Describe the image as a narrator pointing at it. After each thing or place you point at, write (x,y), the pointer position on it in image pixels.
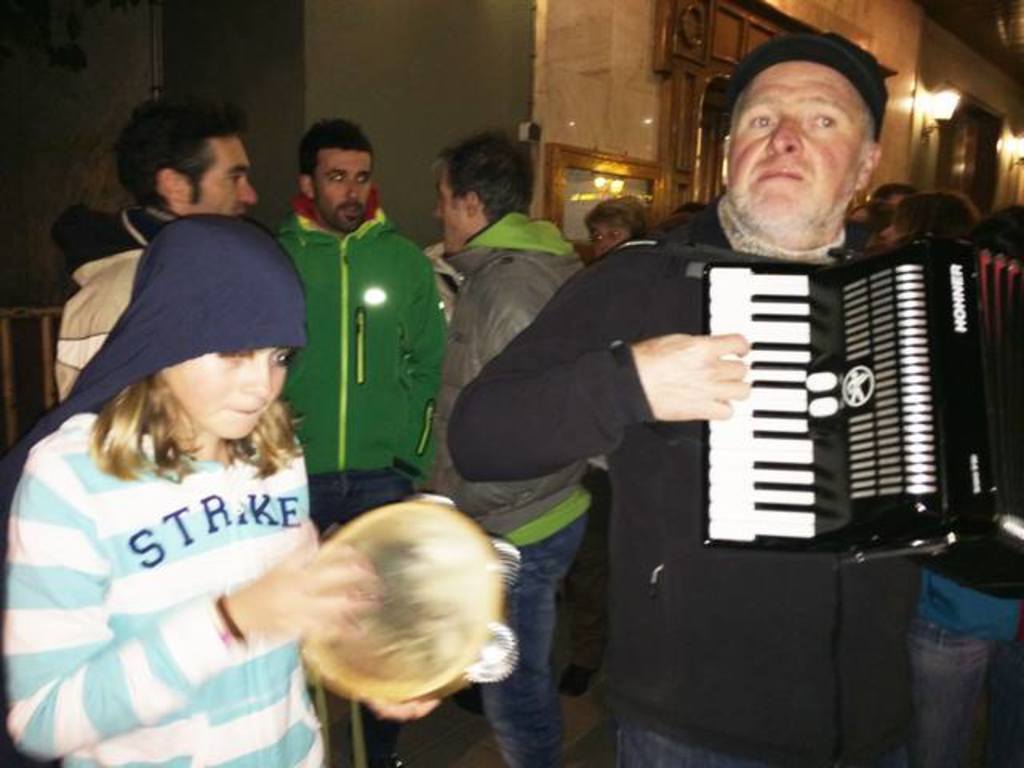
In this image there are persons (386,343) standing. In the front (722,408) there is a man (797,556) standing and holding musical instrument (787,405) in his hand (746,364) and playing and there is a girl (160,520) standing and holding a musical instrument (340,672) in her hand (280,632) and playing. In the background (441,76) there is wall (490,67) and on the wall (410,60) there are lights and frames (600,162).
